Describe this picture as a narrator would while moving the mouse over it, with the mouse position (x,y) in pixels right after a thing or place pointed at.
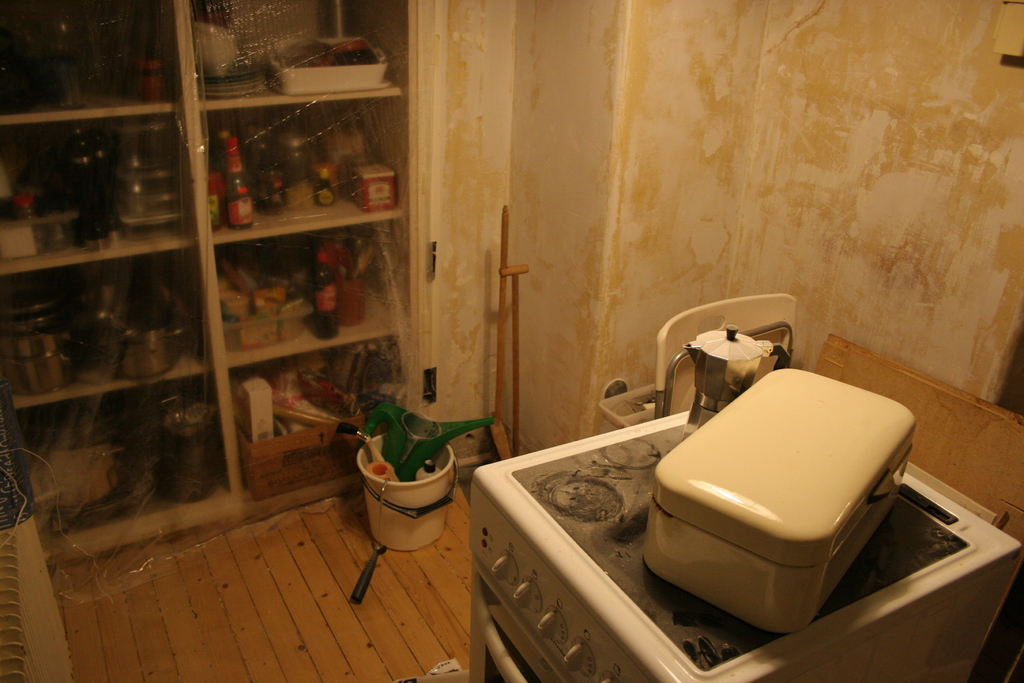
In this picture we see few vessels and bottles (228,146) in the wooden cupboard (215,239) and a cover (298,288) covering it and a bucket (377,480) and a oven (631,480) and we see a box (795,539) on it and few wooden planks (869,370) on the back (986,491).
